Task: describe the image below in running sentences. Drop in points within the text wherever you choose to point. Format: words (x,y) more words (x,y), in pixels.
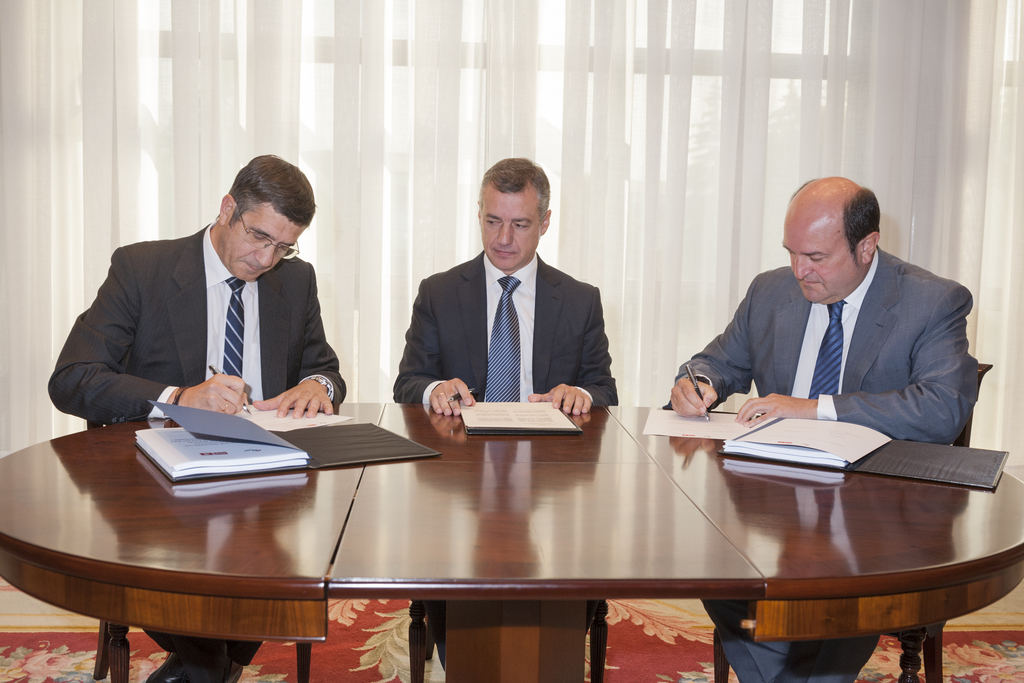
It is a conference room (408,492), there is a brown color table (474,550) there are some books (763,428) on the table (703,454), in front of the table (452,658) there are three men (464,339) sitting, they are writing something on the book (746,428), in the background (504,139) there is a white color curtain (600,137).
